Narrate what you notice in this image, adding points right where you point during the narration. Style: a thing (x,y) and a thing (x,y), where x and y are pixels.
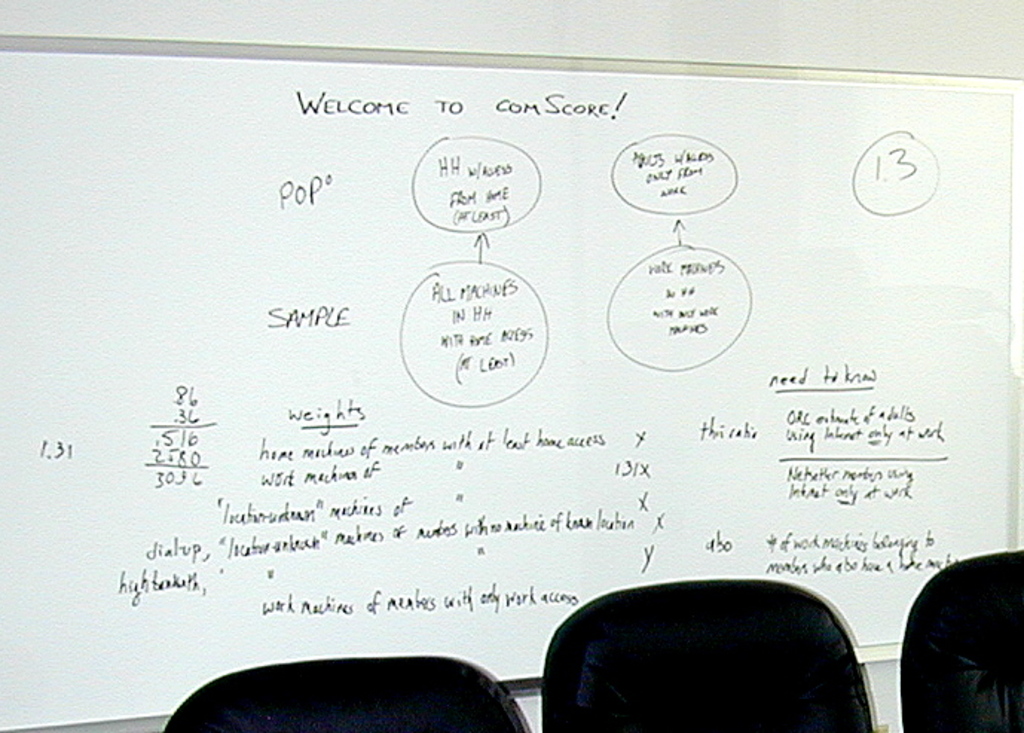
In this image we can see texts (712,435) written on a board (410,373) on the wall (138,31). At the bottom (953,642) we can see the chairs (647,606).
